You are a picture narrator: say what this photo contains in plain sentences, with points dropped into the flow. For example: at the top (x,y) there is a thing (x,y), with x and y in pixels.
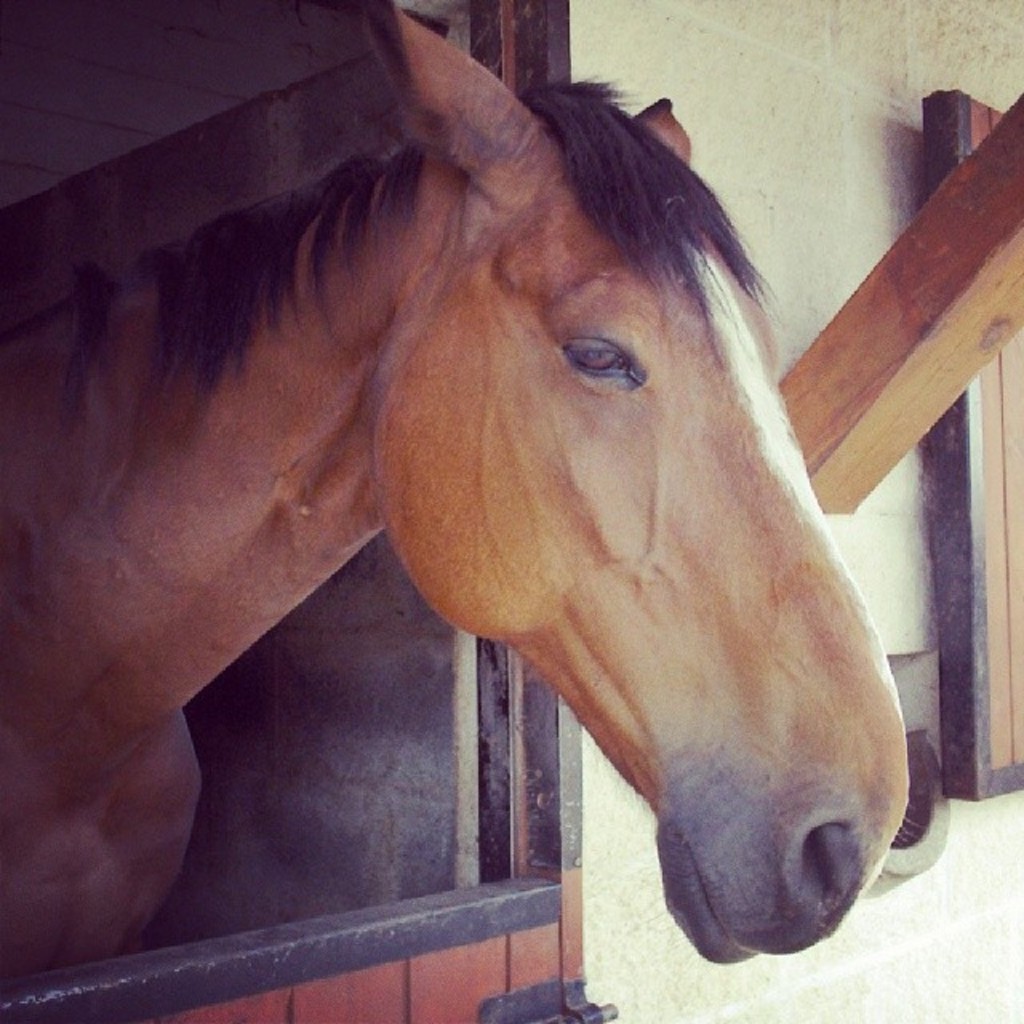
In this picture there is a horse (359,458) which is in brown color and there is a wooden object (365,930) below it and there are few other wooden objects (902,344) attached to the wall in the right corner (915,305).
